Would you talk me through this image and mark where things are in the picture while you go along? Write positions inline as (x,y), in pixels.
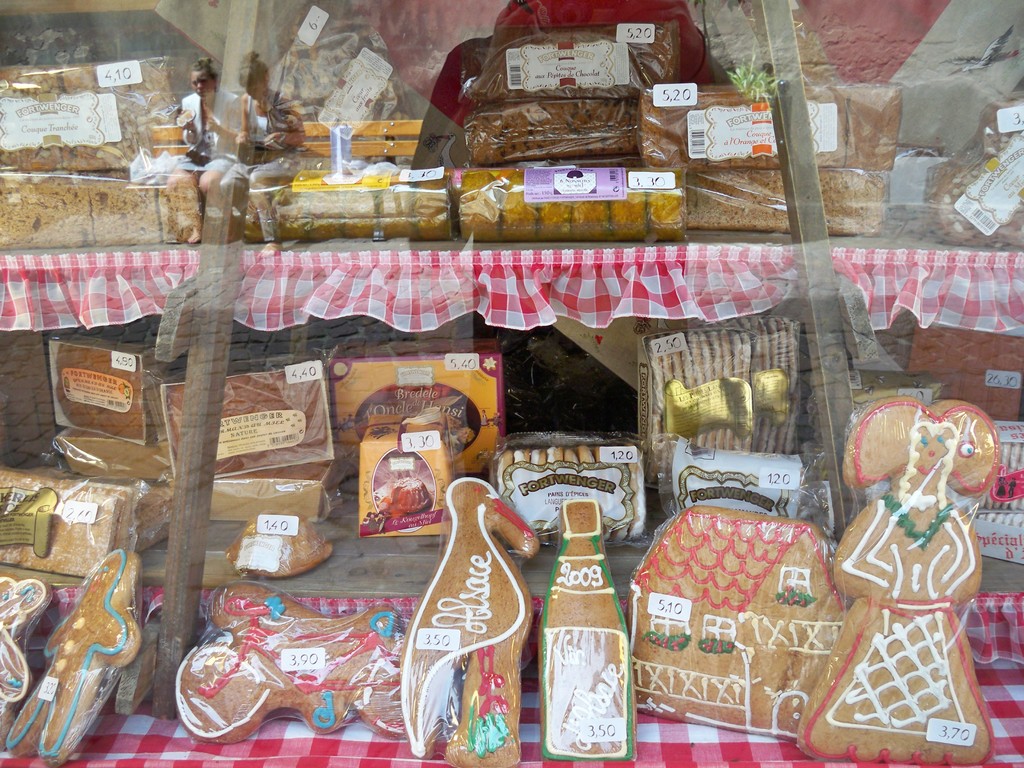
In this image we can see food (718,590) placed on the surface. In the center of the image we can see some poles (192,535), we can also see the reflection (296,154) of some people (266,143), two women (281,151) are sitting on a bench (414,146).
